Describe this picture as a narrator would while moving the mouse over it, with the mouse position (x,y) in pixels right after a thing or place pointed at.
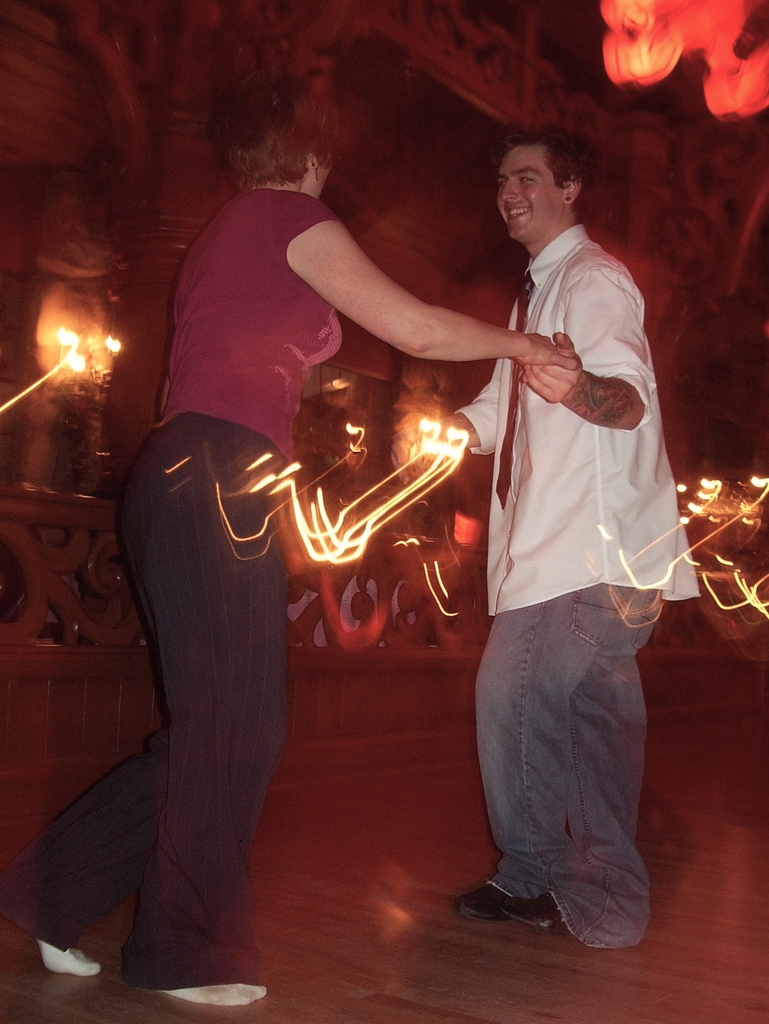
In this picture we can see there are two people (560,702) dancing on the floor (354,989) and behind the people (195,614) there is a wall (379,396) with lights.
